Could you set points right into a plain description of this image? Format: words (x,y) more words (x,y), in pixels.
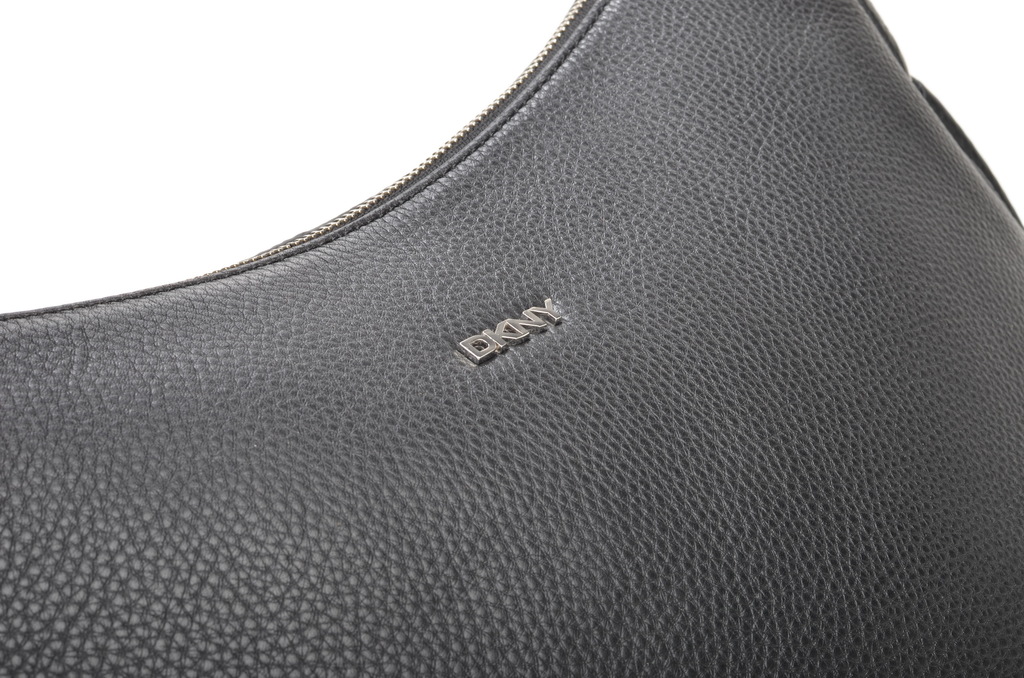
This image is a zoomed in picture of a bag (493,294).
